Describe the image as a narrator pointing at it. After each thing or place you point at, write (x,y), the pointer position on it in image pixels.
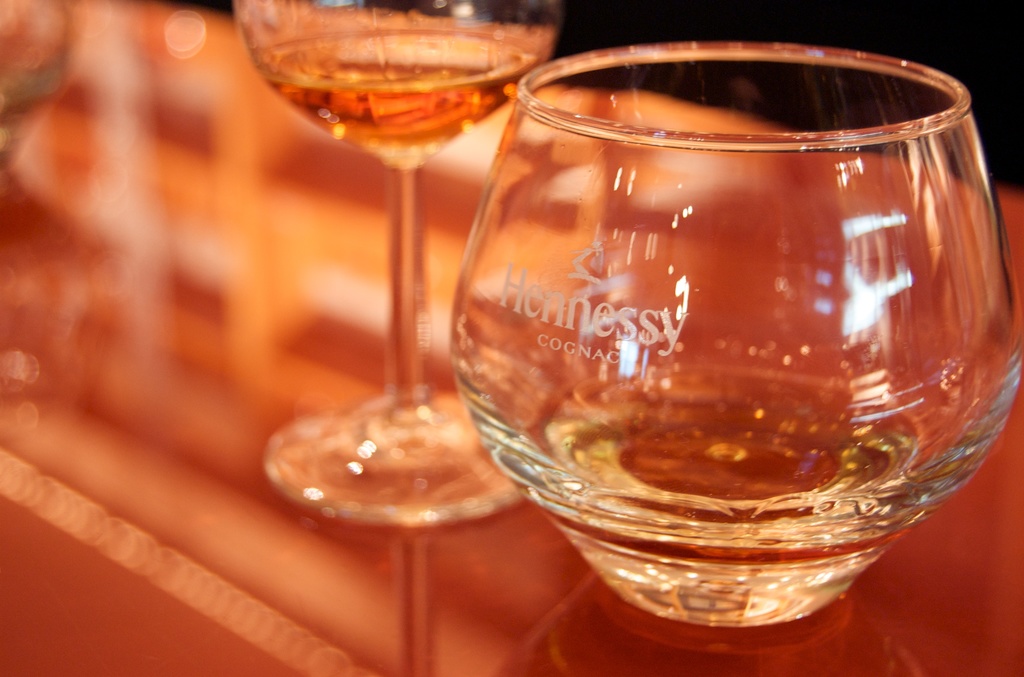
In this picture we can see two glasses (608,288) of drinks (401,79) in the front (451,76), there is some text (599,327) on this glass (631,331), we can see a blurry background (100,57).
